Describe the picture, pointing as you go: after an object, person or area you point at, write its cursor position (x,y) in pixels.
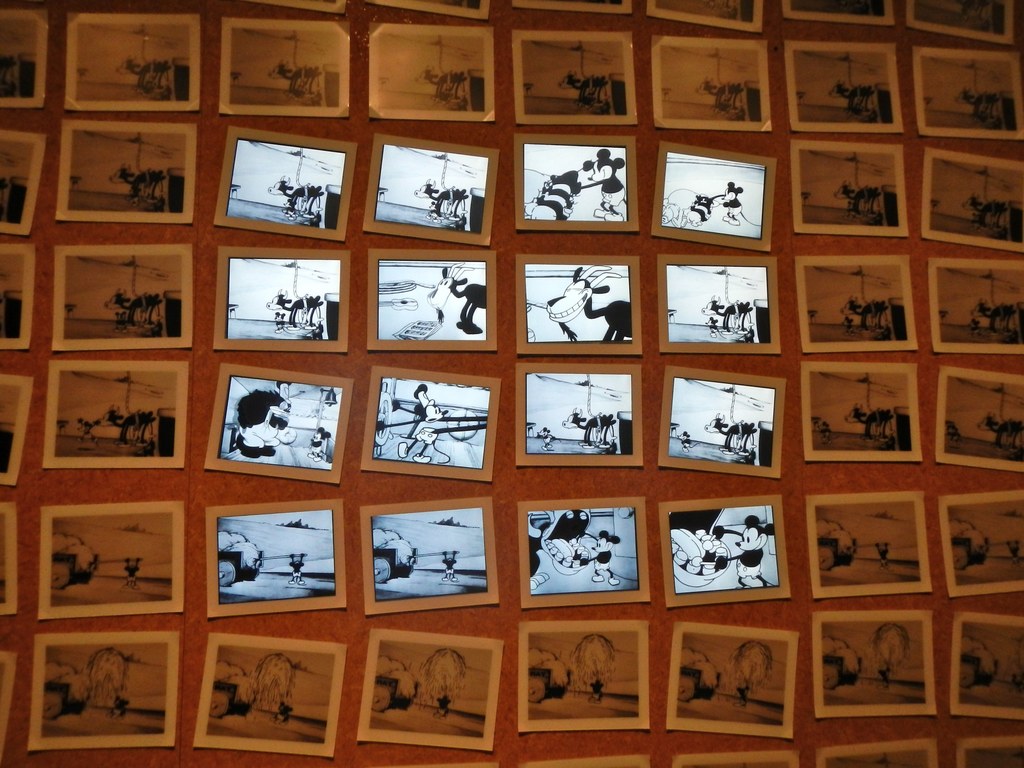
In this image I can see few frames (239,425) are attached to a wall (203,261). These frame (190,159) are consists of the cartoon images (101,566).
